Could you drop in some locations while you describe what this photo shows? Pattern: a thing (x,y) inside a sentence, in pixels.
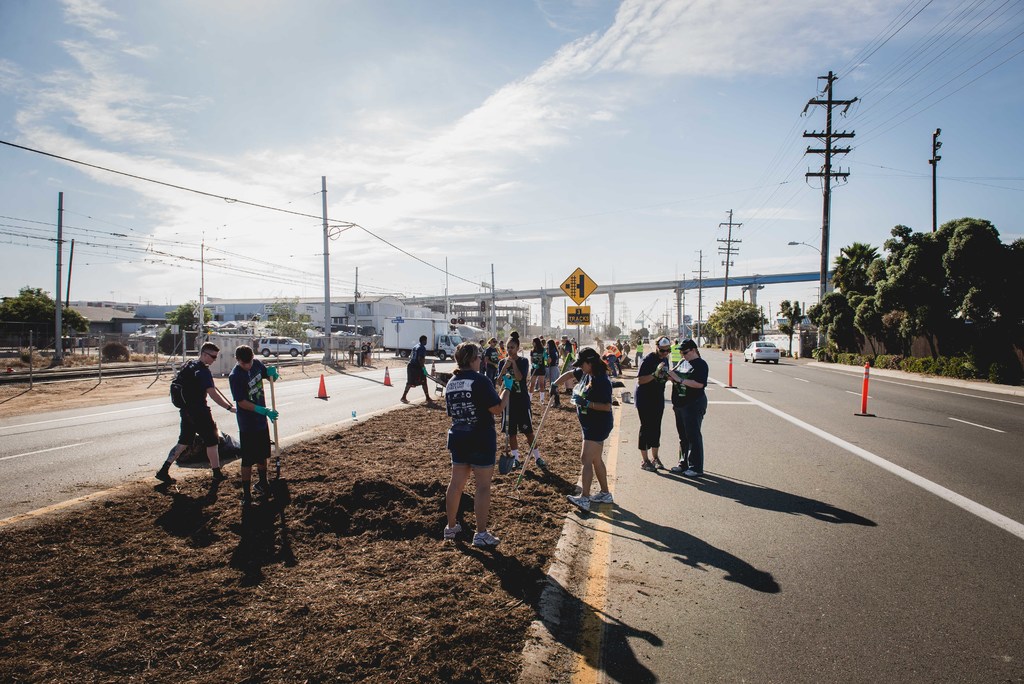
In this image we can see people (451,413), traffic cones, rods (509,456), poles (327,360), vehicles (303,344), trees (1003,305), wires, houses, and a bridge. In the background (609,279) there is sky (574,151) with clouds (538,129).
